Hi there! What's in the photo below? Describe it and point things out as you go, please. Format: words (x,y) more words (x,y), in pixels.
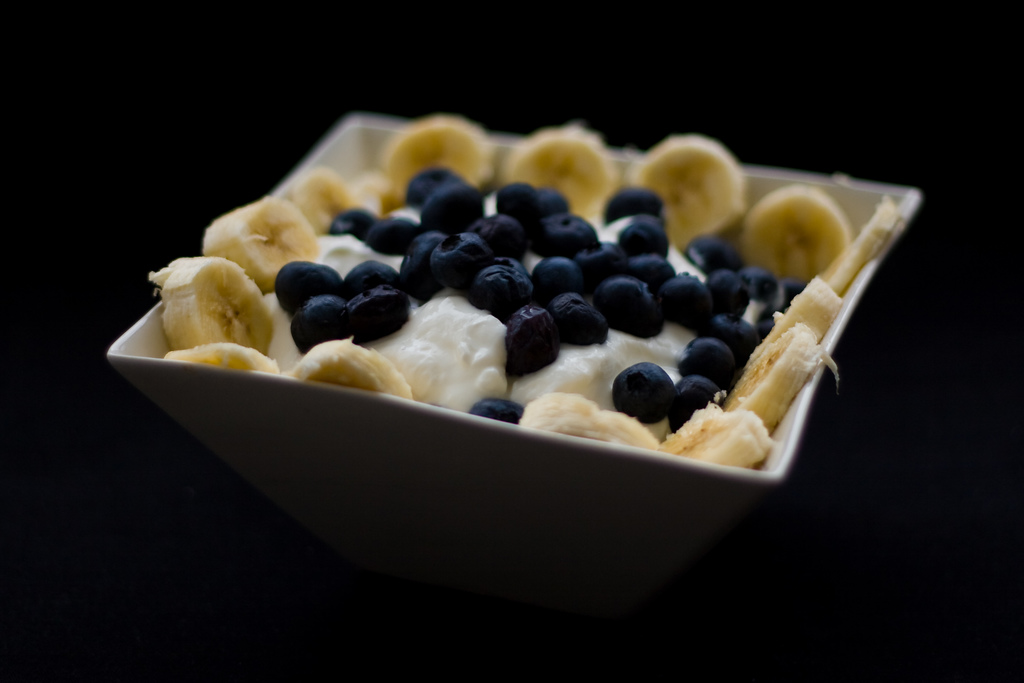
In the picture I can see the cheese (453,347) in the bowl (668,460) and I can see the banana pieces (717,172) and berries (618,291) in the bowl (573,294).
